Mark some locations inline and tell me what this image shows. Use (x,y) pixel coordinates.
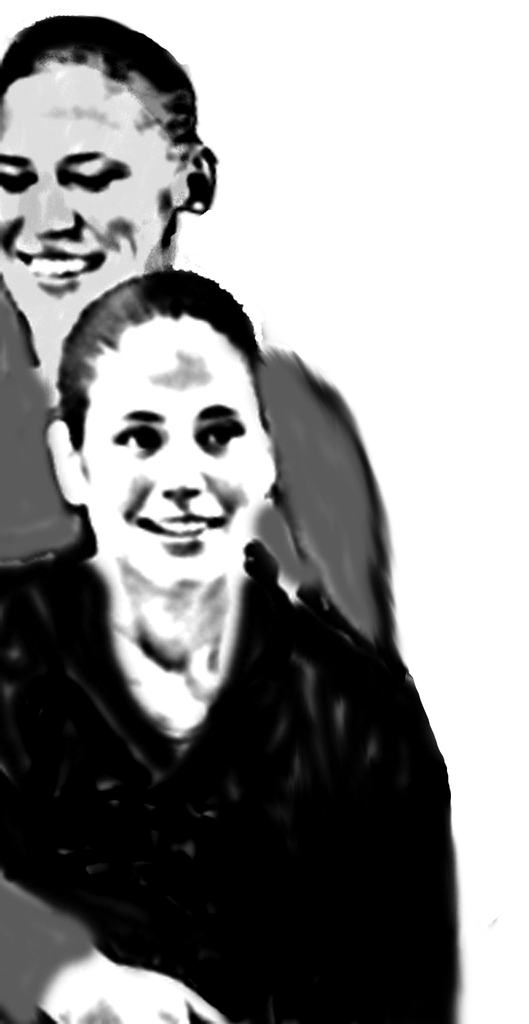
In the image we can see two women (208,345) are smiling.
